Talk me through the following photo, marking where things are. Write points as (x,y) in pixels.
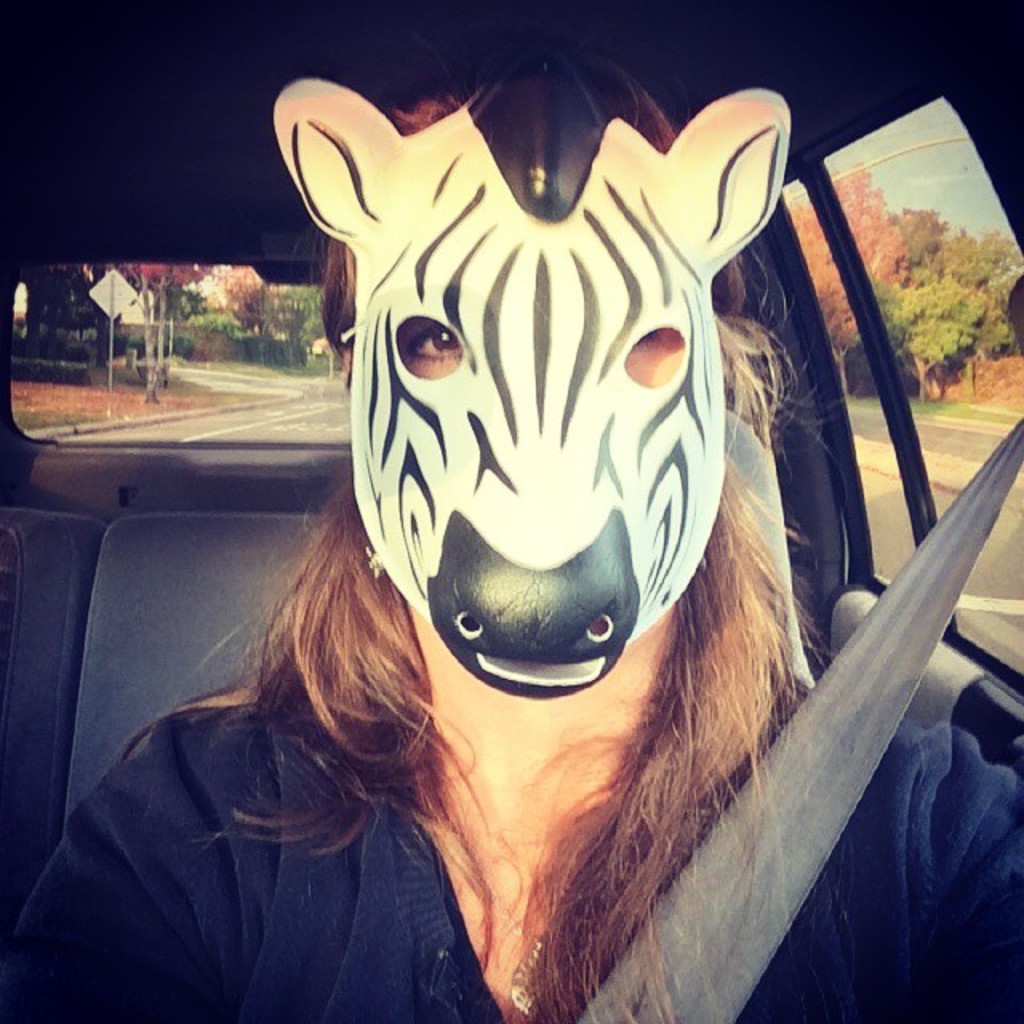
This is an inside view of a car (843,630). Here I can see a person (229,870) wearing blue color dress (230,873), a mask (531,412) to the face (569,434) and sitting. Through the windows (919,391) we can see the outside view. On the right side (943,288) there are some trees (937,292). In the background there is a road (310,421). Beside the road (265,403) I can see some poles (112,331) and trees (121,345).
